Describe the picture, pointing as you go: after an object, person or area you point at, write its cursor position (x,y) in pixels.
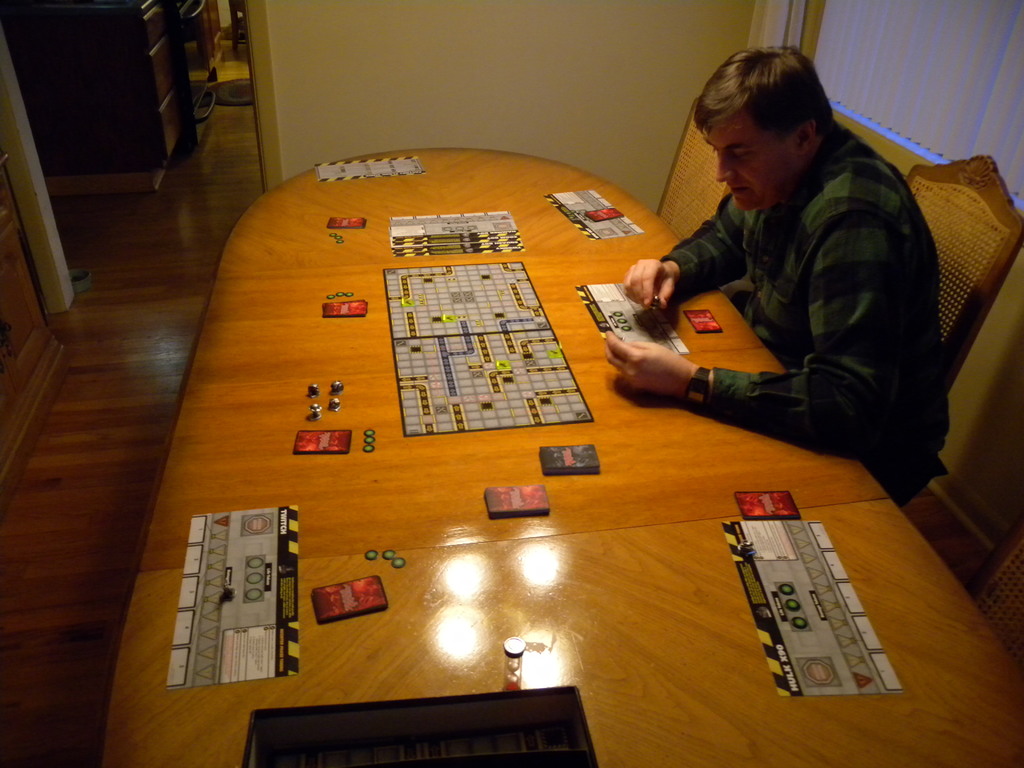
There is a man (692,398) sitting in front of a table (657,404) and the chair (953,235), holding a small game piece (652,305) in the hands (655,352). There is a game (452,361) here. In the background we can observe a wall (475,68) here.
